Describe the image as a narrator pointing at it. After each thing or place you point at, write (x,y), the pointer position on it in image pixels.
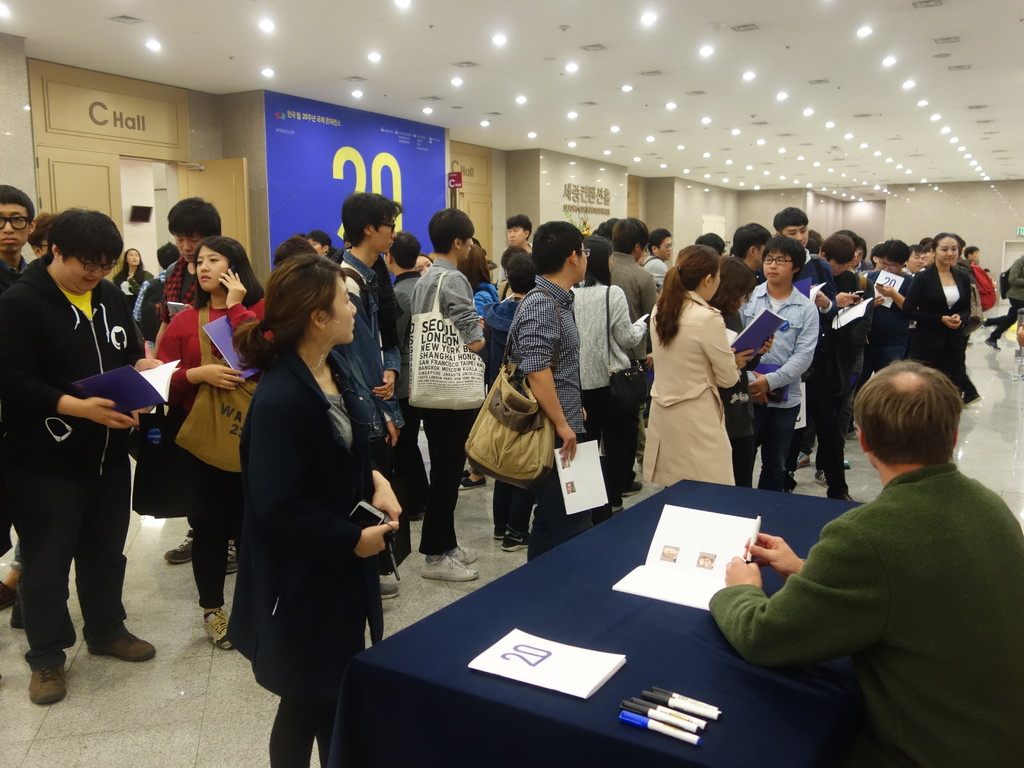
In this image I see number of people (639,244) and I see that most of them are holding a book (770,321) in their hands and I see man (838,614) over here who is near to this table (595,549) and I see few pens (643,697) over here and I see the floor (182,572). In the background (359,116) I see something is written over here and I see the lights (670,105) on the ceiling (688,105).
